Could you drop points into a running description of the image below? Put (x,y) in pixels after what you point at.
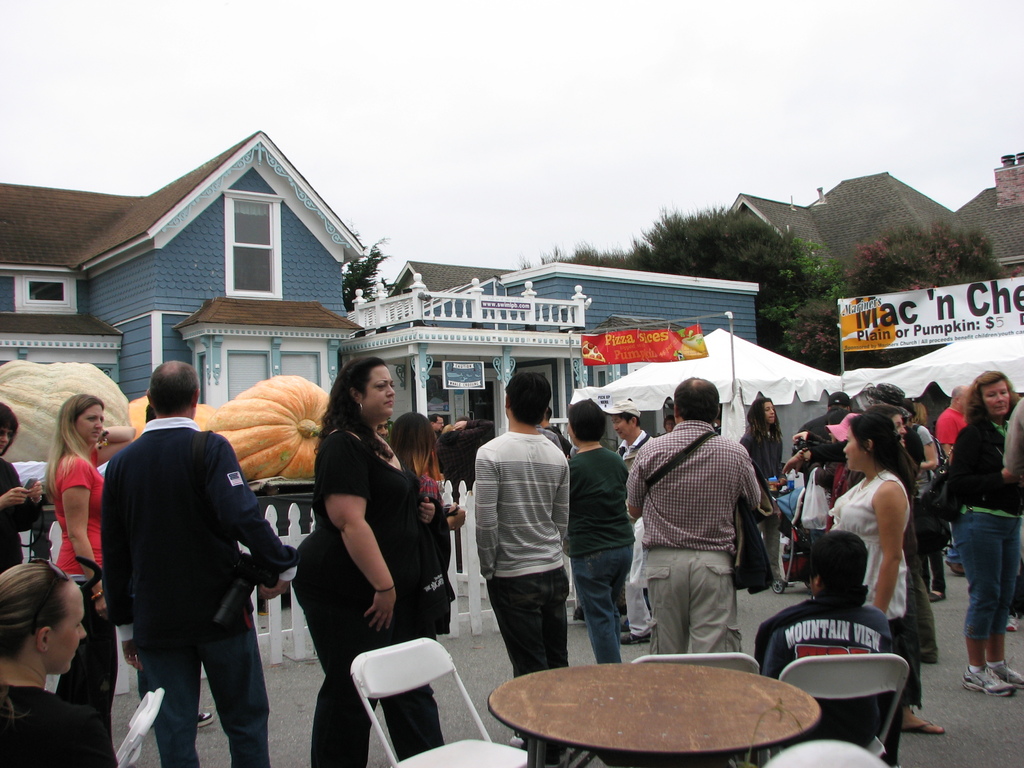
Persons (188,546) are standing. This are chairs (837,760) and table (596,699). Far there are trees (750,255) and buildings (481,271). This house (252,248) with window (237,230) and roof top (84,205). This are vegetables (67,383). This is a fence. This are tents (856,368) with banners (691,330).
